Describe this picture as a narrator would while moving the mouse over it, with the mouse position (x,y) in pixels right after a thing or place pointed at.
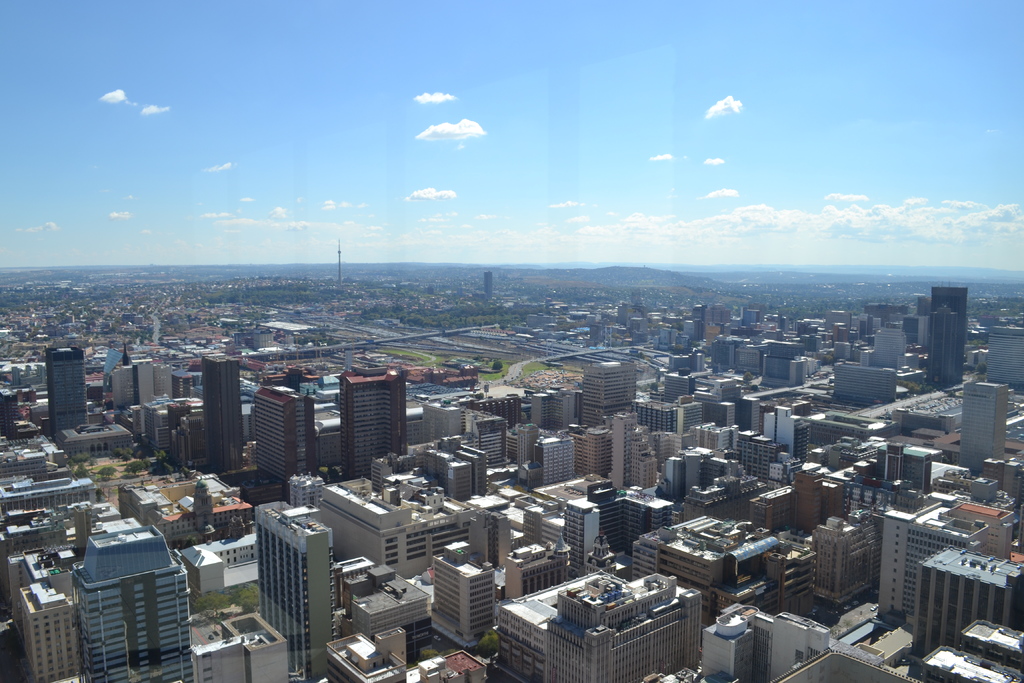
In this picture we can see buildings (707,338), trees (236,588) and grass (530,371), it looks like a tower (338,268) in the background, there is the sky (592,202) and clouds (806,218) at the top of the picture (561,129).
